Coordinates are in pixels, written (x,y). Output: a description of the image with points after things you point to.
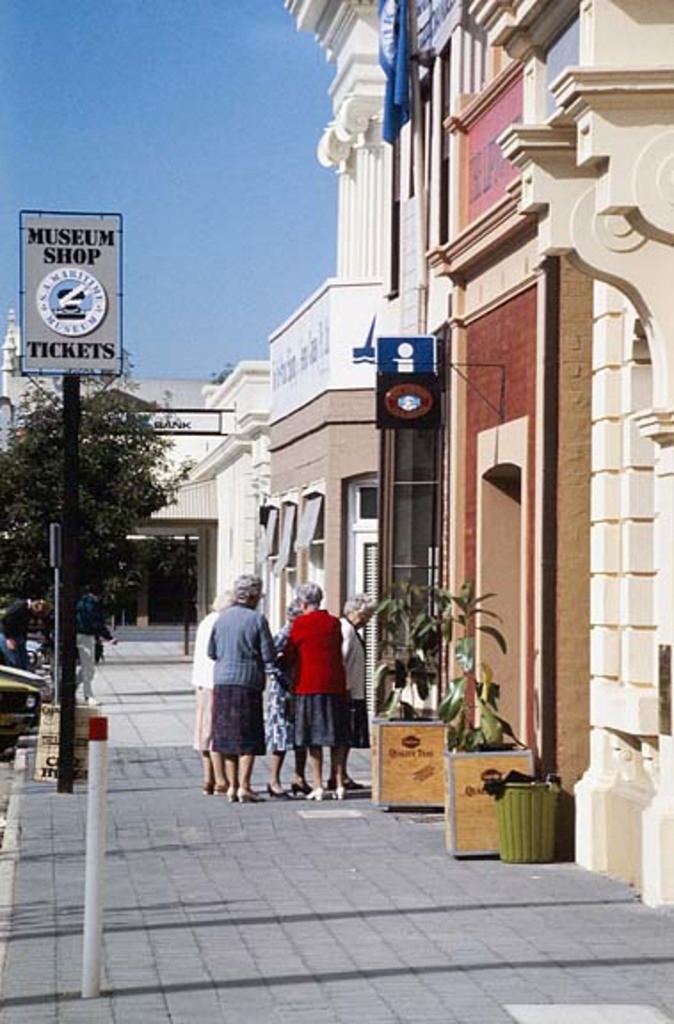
This picture is clicked outside. On the right (453,437) we can see the buildings (619,231) and there are some objects (516,822) placed on the ground (665,950). In the center (308,661) we can see the group of people (212,652) and a board (86,244) attached to the pole (69,446) and we can see the text (79,332) on the board (88,369). In the background (209,288) there is a sky (205,137) and we can see the trees (111,583).
